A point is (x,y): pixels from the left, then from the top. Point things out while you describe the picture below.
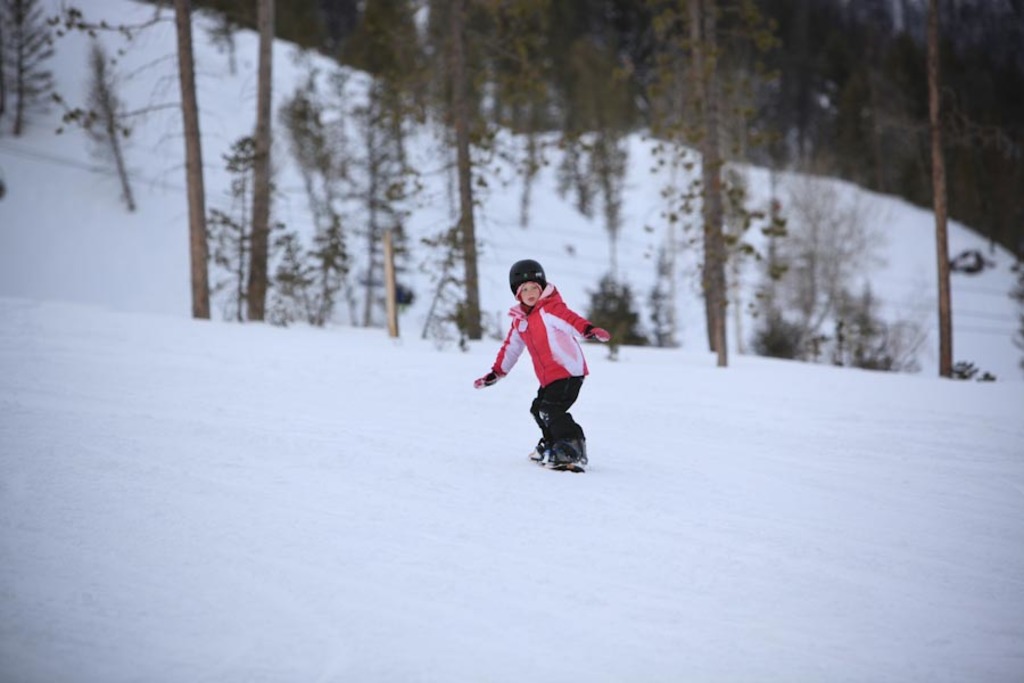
In this image we can see a child (501,350) wearing jacket (558,336), helmet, gloves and shoes (558,454) is snowboarding on the snow (422,433). The background of the image (904,163) is slightly blurred, where we can see trees (698,31) and the snow (132,296).
